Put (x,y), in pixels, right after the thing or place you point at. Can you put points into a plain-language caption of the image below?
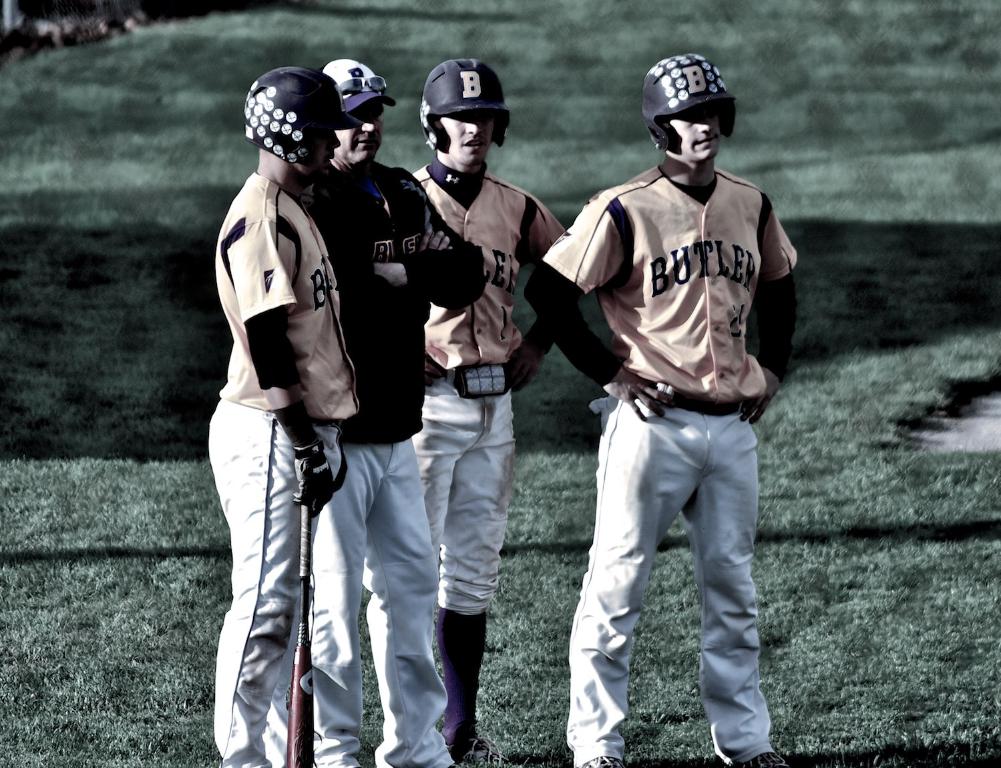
In this image, we can see persons (726,240) standing and wearing clothes (362,334). There is a person (288,313) on the left side of the image (284,338) holding a bat (307,549) with his hand (303,484).
